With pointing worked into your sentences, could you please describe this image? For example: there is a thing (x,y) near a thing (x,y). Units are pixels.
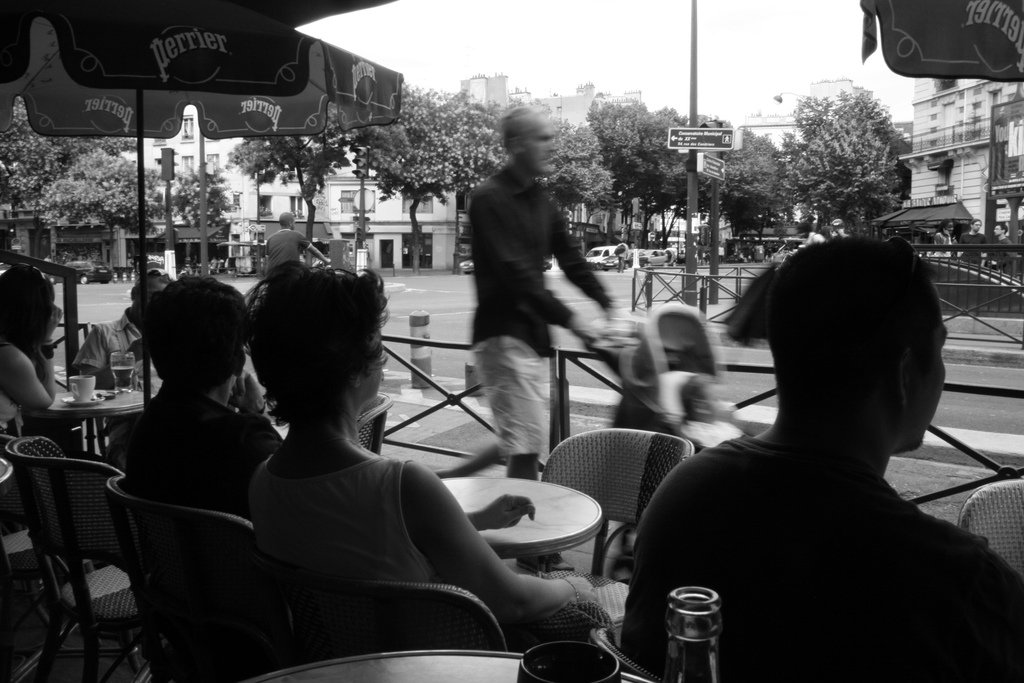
In this picture we can see some people (103,351) sitting on chair (327,605) and some are walking carrying stroller (605,327) with their hands (592,328) and in front of them there is table (99,409) and on table (136,403) we can see glass (120,367), cup (82,386), saucer (86,400) and in background (256,155) we can see trees (309,212), building (420,219), pole (696,116), sign board (680,149), cars (602,257).
